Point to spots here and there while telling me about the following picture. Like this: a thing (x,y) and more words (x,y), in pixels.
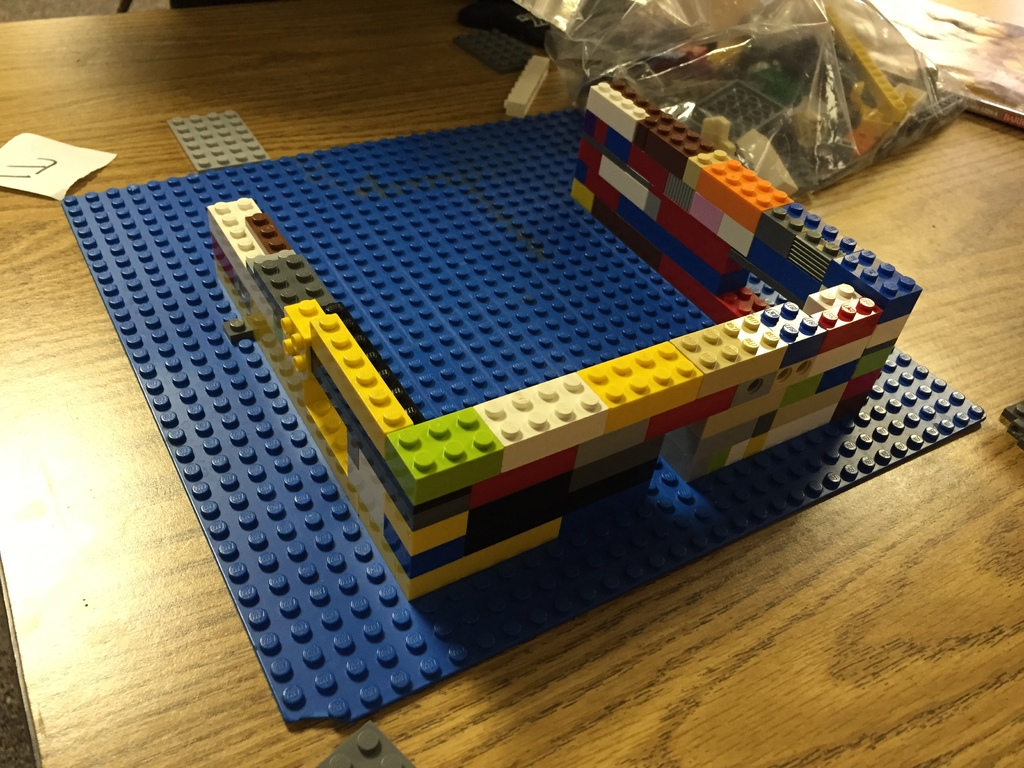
In this image I can see a toy game (810,413), book (969,106), plastic cover (799,5) kept on the table (714,645). This image is taken in a room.
